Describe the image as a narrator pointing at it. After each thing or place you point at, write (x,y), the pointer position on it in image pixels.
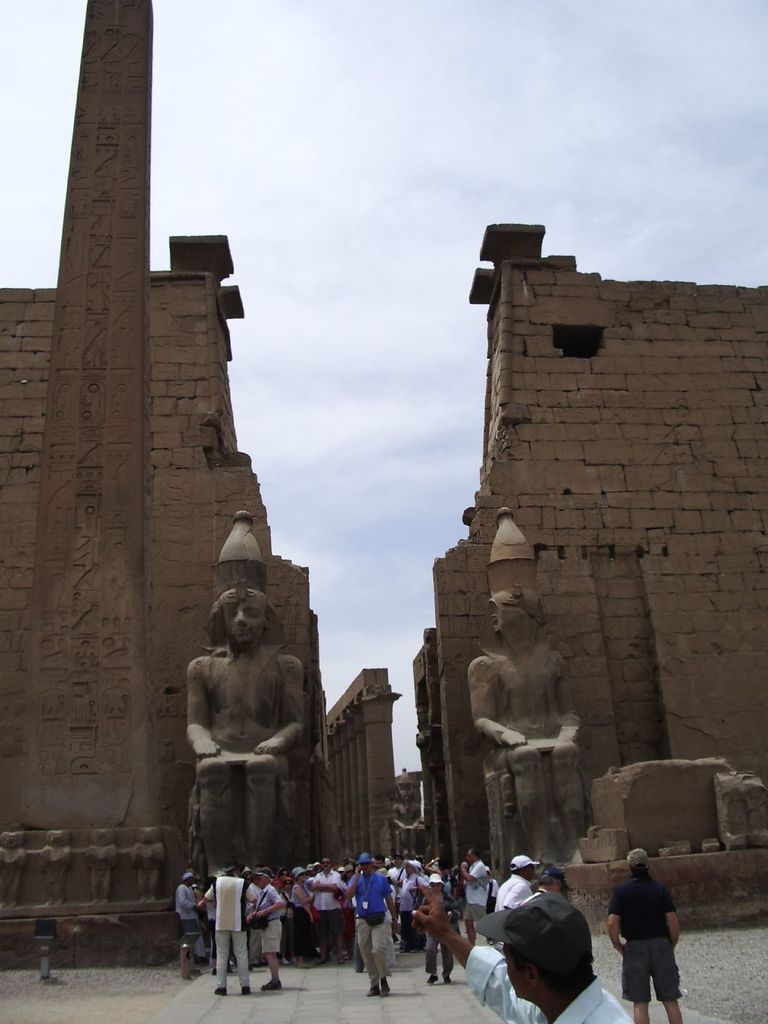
In this image we can see a group of persons (528,931). Behind the persons (528,906) we can see a sculptures (510,774), walls (19,625) and pillars (363,727). At the top (394,85) we can see the sky (363,334).
